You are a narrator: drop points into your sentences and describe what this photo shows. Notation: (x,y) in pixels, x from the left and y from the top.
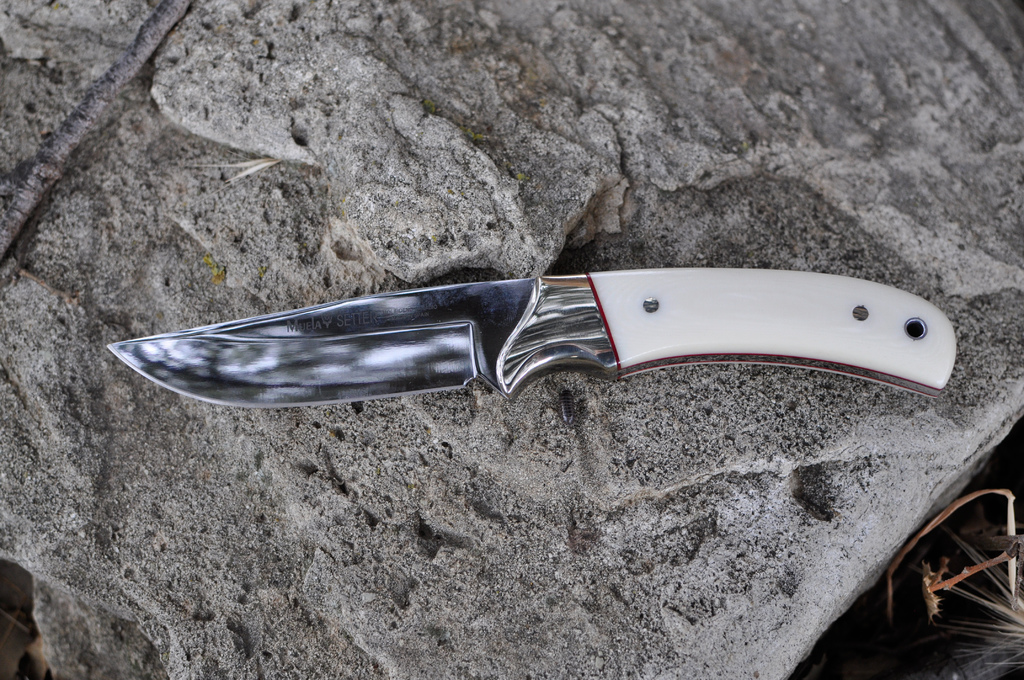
In this image I see a knife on a rock (996,114).
